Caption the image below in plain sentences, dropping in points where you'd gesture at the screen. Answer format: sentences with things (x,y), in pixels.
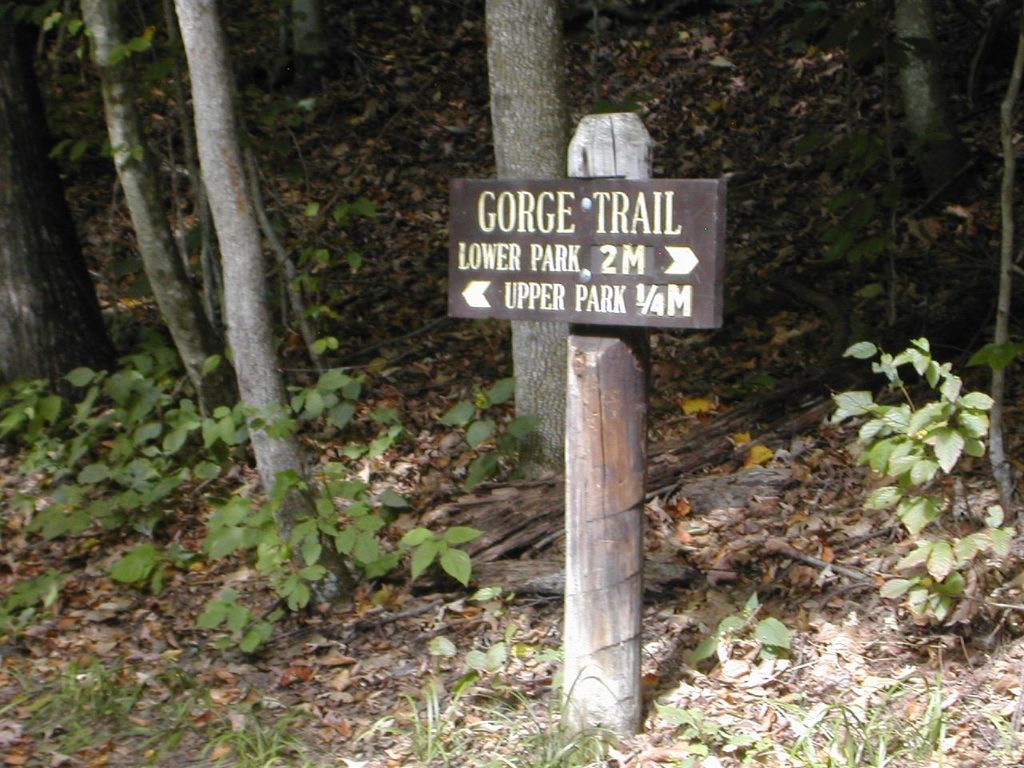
In the center of the image (456,309) there is a sign board (648,360). In the background of the image (51,370) there are tree trunks (564,85). At the bottom of the image (513,704) there is grass (109,706).
